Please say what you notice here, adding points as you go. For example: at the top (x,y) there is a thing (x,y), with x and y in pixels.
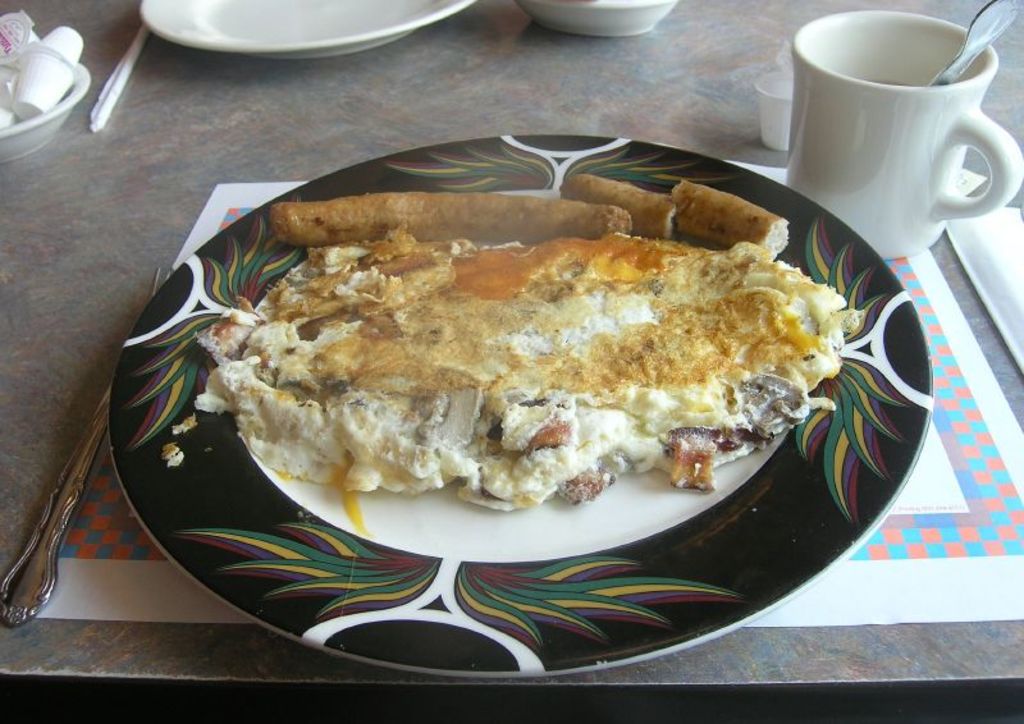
In this picture we can observe some food (433,343) placed in the plate (487,531). The plate (527,550) is in white and black color. We can observe a table (129,253) on which a plate (433,178) was placed. There is a cup (883,135) which is in white color on the right side (882,117).
